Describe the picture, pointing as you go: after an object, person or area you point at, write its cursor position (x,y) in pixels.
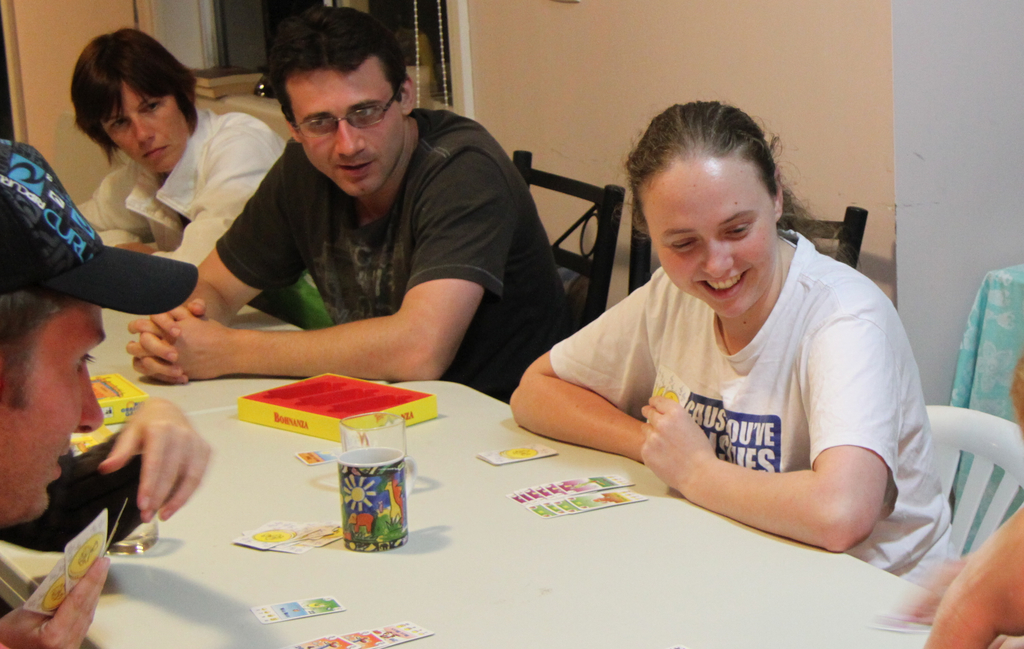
In the image in the center (608,361) we can see few people (474,348) were sitting on the chair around the table (522,582) and they were holding cards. On the table (519,543), we can see game boxes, cards (287,617) and mugs (391,474). In the background (844,46) there is a wall (856,108), tablecloth (976,320) and few other objects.
